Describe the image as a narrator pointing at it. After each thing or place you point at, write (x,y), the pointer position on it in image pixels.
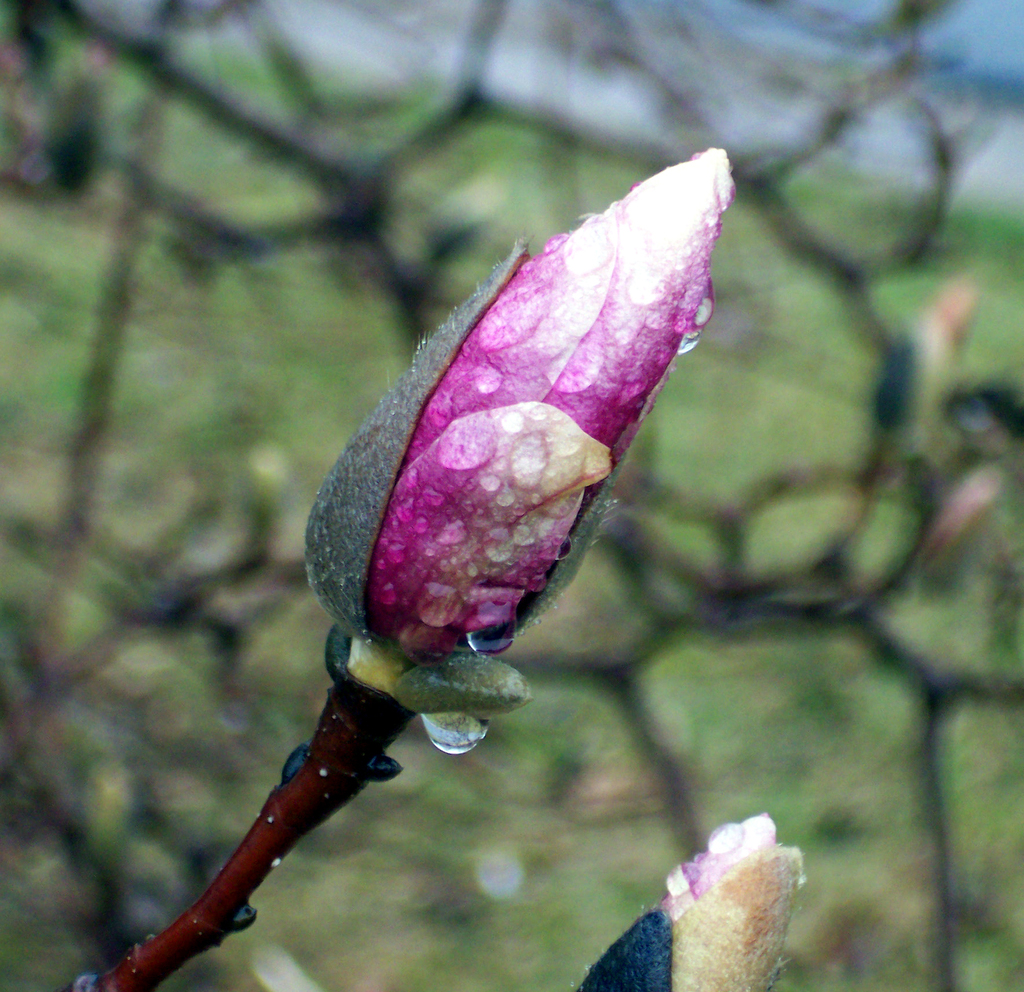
This image consists of a plant (190,918). In the front (465,517), we can see a flower (515,413) in pink color. In the background (908,276), there is green grass (853,335) on the ground (679,545). And the background (696,552) is blurred.
